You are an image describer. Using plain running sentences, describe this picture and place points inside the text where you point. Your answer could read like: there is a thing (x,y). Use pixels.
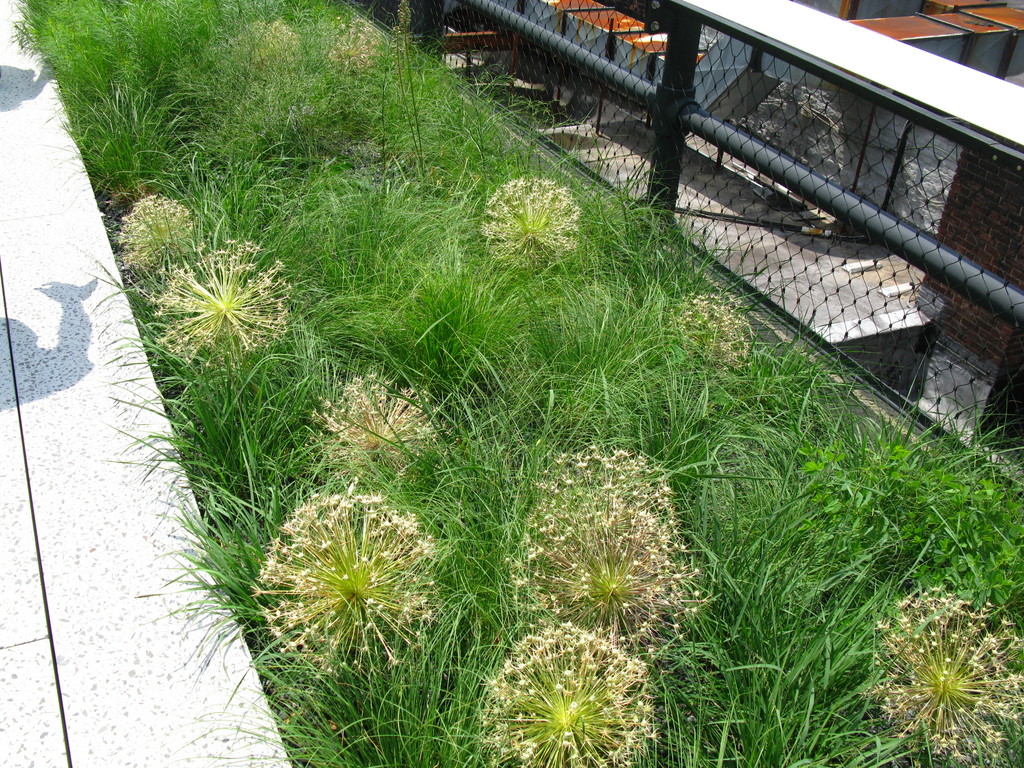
In this image in the front (449,356) is grass (385,354) and on the right side (729,134) there is a metal fence (609,67) and there are objects (929,48) which are brown in colour.
